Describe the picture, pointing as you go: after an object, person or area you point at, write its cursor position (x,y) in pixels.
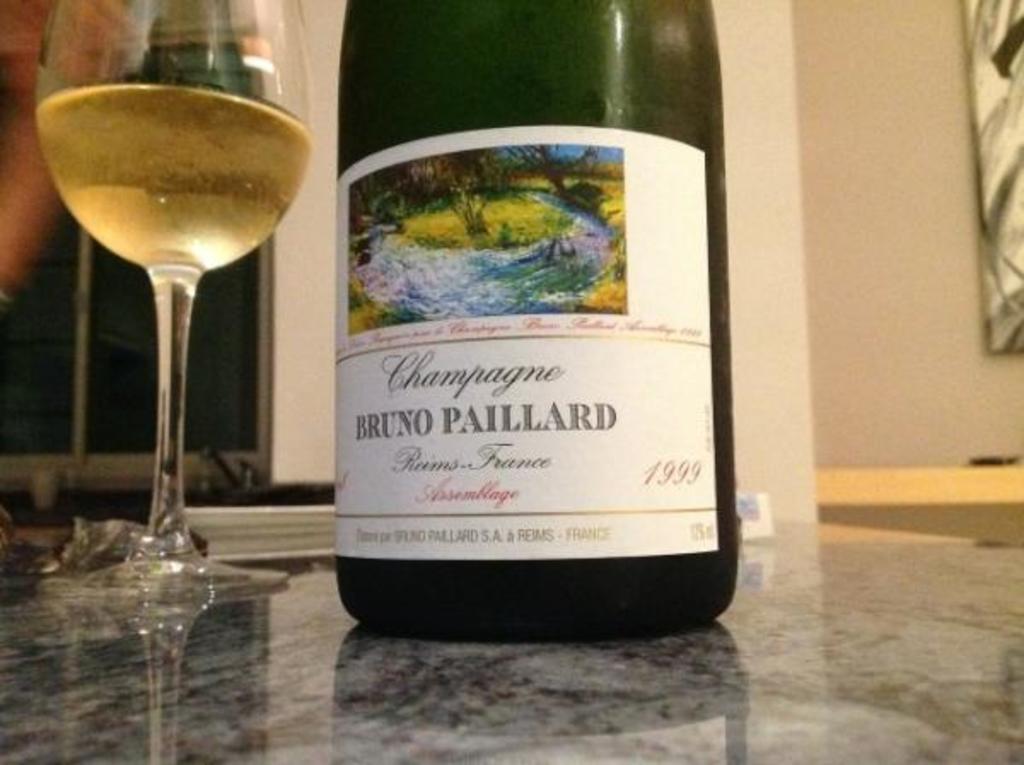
In this image, I can see a wine glass (167,519) with wine (222,210) and a bottle (546,540) are placed on the table (722,701). On the right corner of the image (1014,297), there is a photo frame (1003,146) attached to the wall (866,172).
